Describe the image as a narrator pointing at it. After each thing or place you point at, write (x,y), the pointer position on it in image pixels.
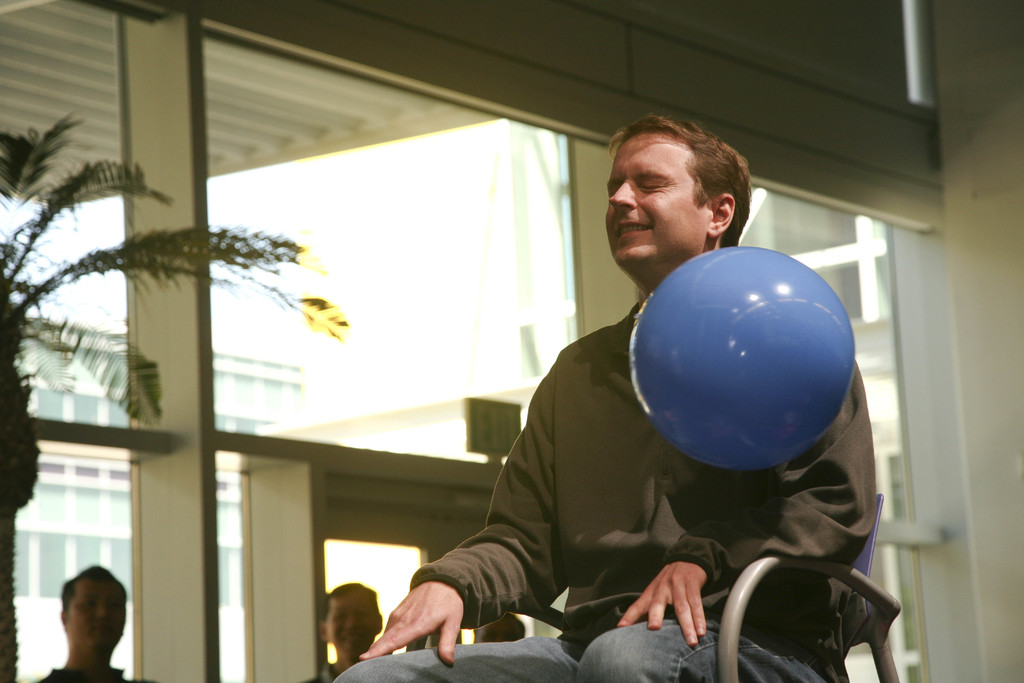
In this image I can see a person (637,489) wearing a shirt (608,479) and jeans (641,655) sitting on a chair (731,634), I can see a ball (797,397) over here. In the background (997,96) I can see the wall (998,110), few Windows (531,252), a tree (129,350), few other people (118,606), a building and the sky (405,210).
